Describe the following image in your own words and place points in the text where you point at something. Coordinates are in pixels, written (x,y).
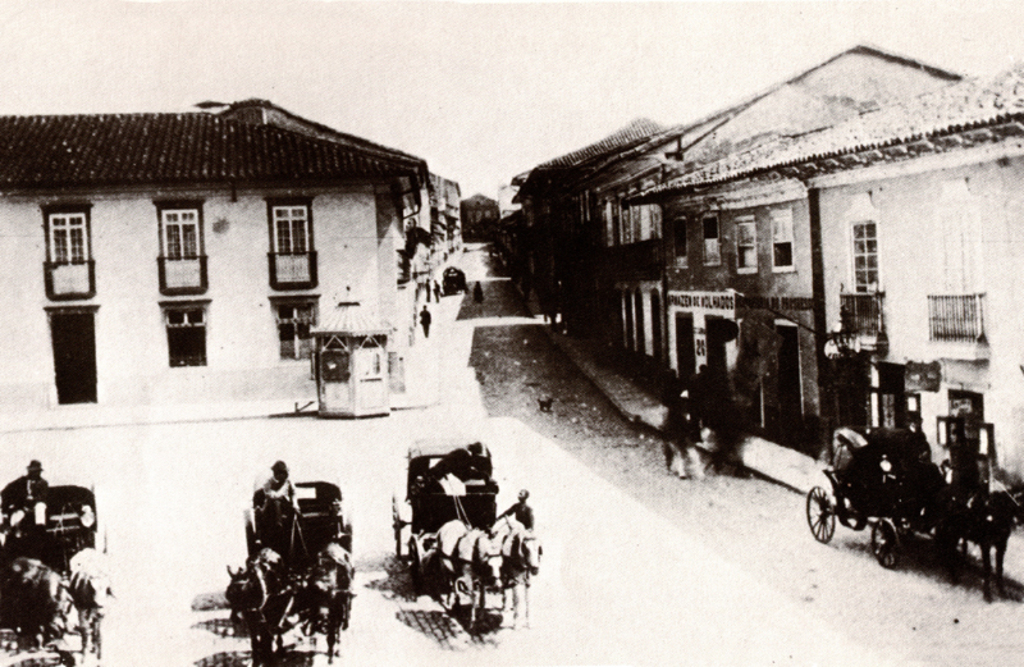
On the left side (19,503), there are persons (3,497) sitting on the horse carts (60,536) which are on the road (578,579). On the right side (993,574), there is a horse cart (967,517) on the road (1012,574). In the background (474,221), there are persons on the road (745,503), there are buildings (596,345) which are having windows (64,209) and roofs (190,121).
